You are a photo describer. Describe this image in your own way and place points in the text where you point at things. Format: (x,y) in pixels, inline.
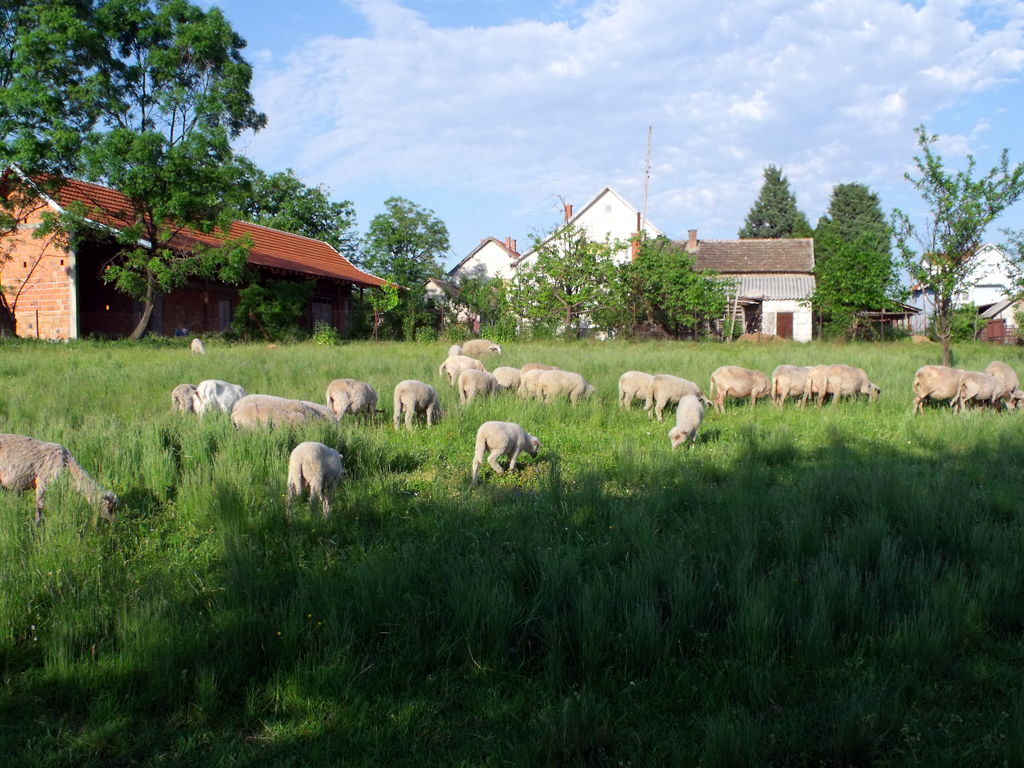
In this image in the center (656,395) there are some animals (988,388), at the bottom (477,557) there is grass (354,461) and in the background (280,241) there are houses (782,251) and trees (921,137). At the top (555,63) there is sky (391,151).
